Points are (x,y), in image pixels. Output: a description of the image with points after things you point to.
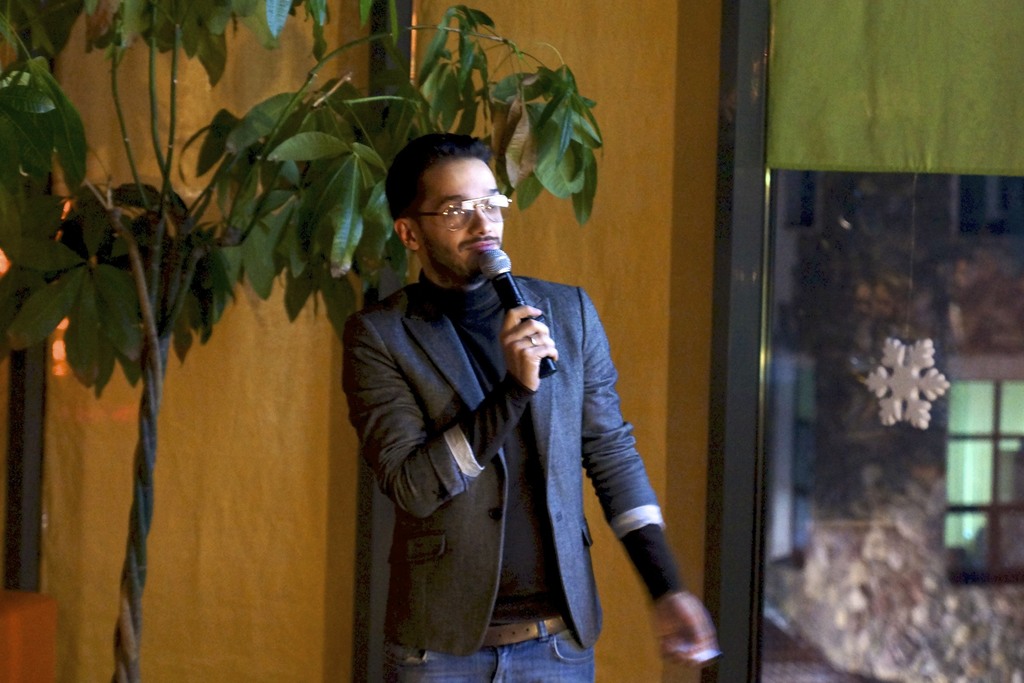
In this picture there is a man (544,436) in the center (585,335). He is holding a mike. He is wearing a blazer (590,462) and a blue jeans (548,682). Towards the left (138,503), there is a plant (210,276). In the background (622,227), there is a wall (611,238) with a glass (860,404).
